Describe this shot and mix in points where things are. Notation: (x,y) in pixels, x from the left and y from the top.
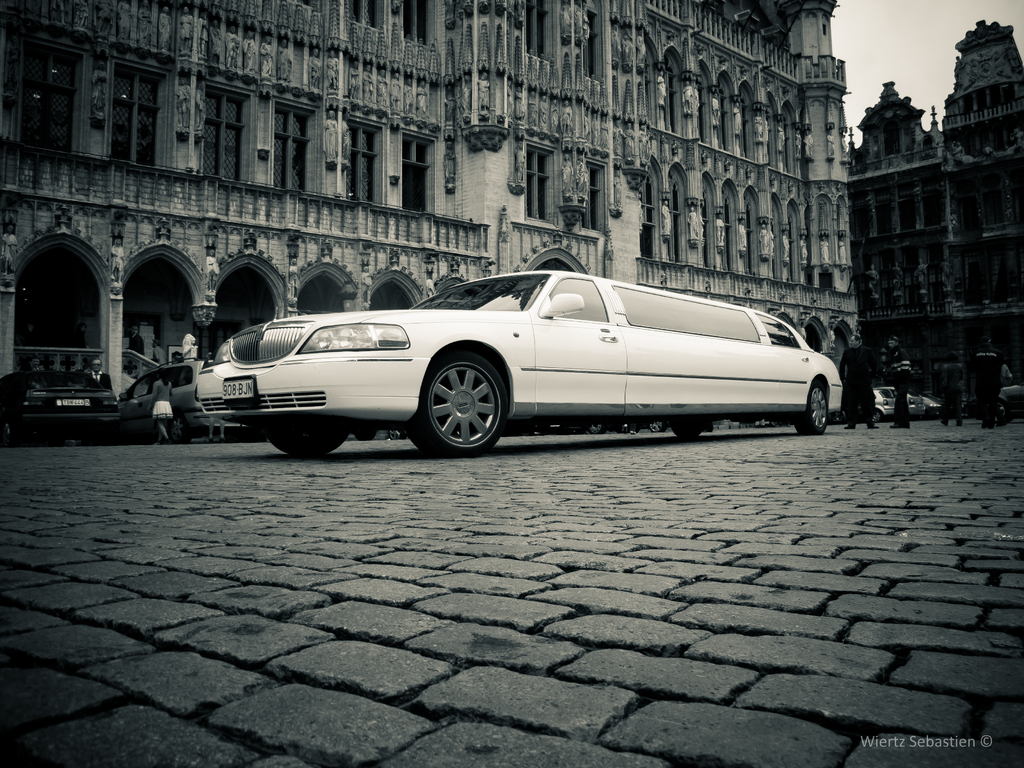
This is a black and white image. At the bottom of the image (464,594) on the floor (491,459) there is a car (476,330). Behind the car (568,329) there are few cars (88,398) and also there are few people (903,399) standing. In the background (589,85) there are buildings (865,121) with walls (511,146), windows (225,156), pillars (115,300) and arches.
